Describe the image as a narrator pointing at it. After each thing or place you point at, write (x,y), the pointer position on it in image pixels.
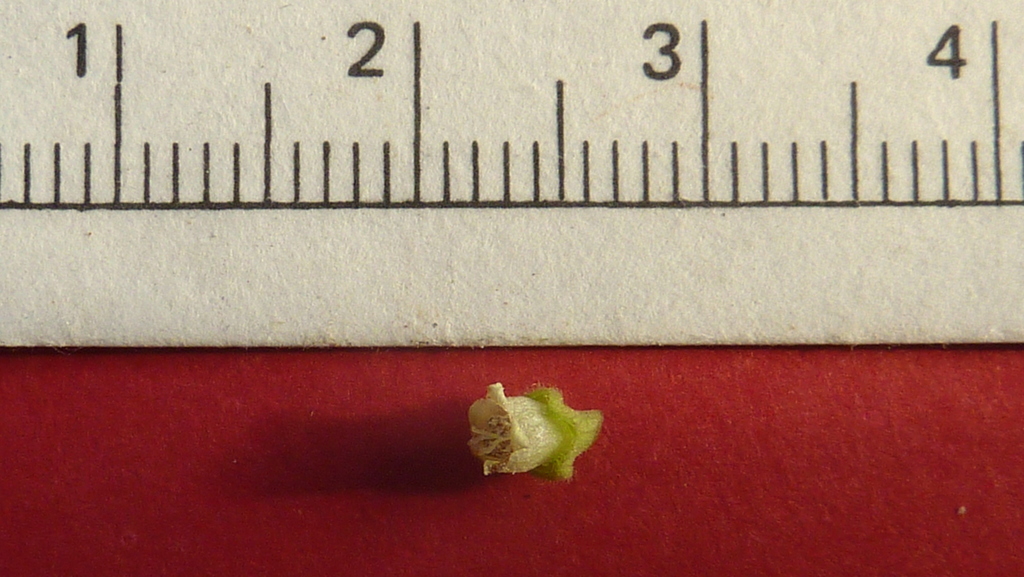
In this image, we can see a scale (825,163). There is a bud (570,450) at the bottom of the image (545,416).
